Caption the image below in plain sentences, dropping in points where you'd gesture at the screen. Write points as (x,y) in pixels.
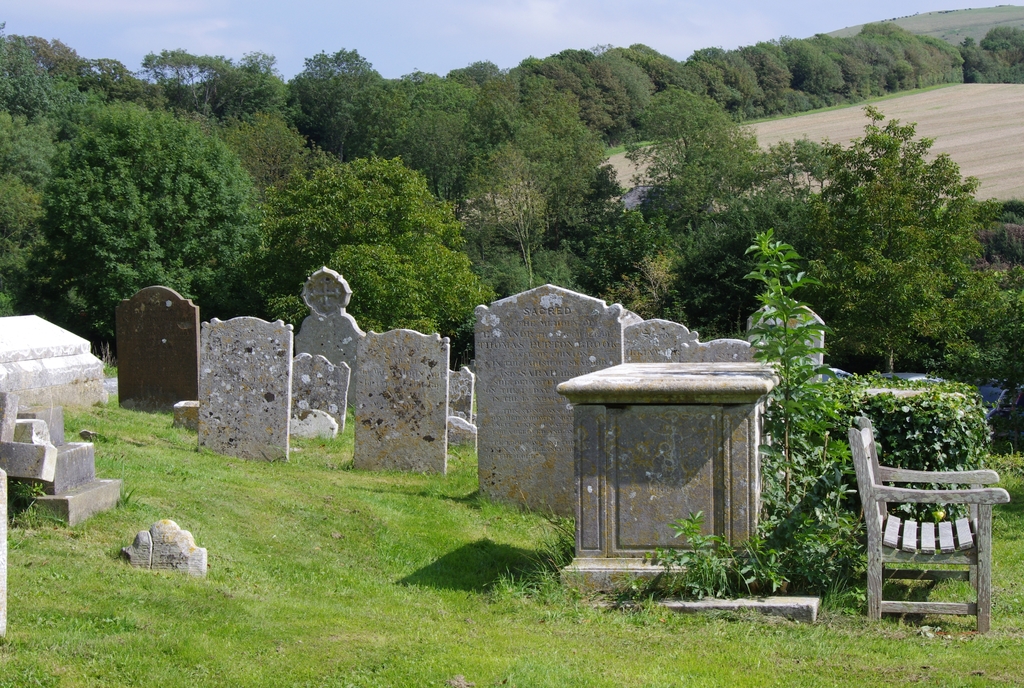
In the image in the center (568,346) we can see plants (805,480), grass (343,538), graveyards (532,385), cross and chair (876,501). In the background (428,17) we can see the sky (379,26), clouds (559,18) and trees (958,57).
